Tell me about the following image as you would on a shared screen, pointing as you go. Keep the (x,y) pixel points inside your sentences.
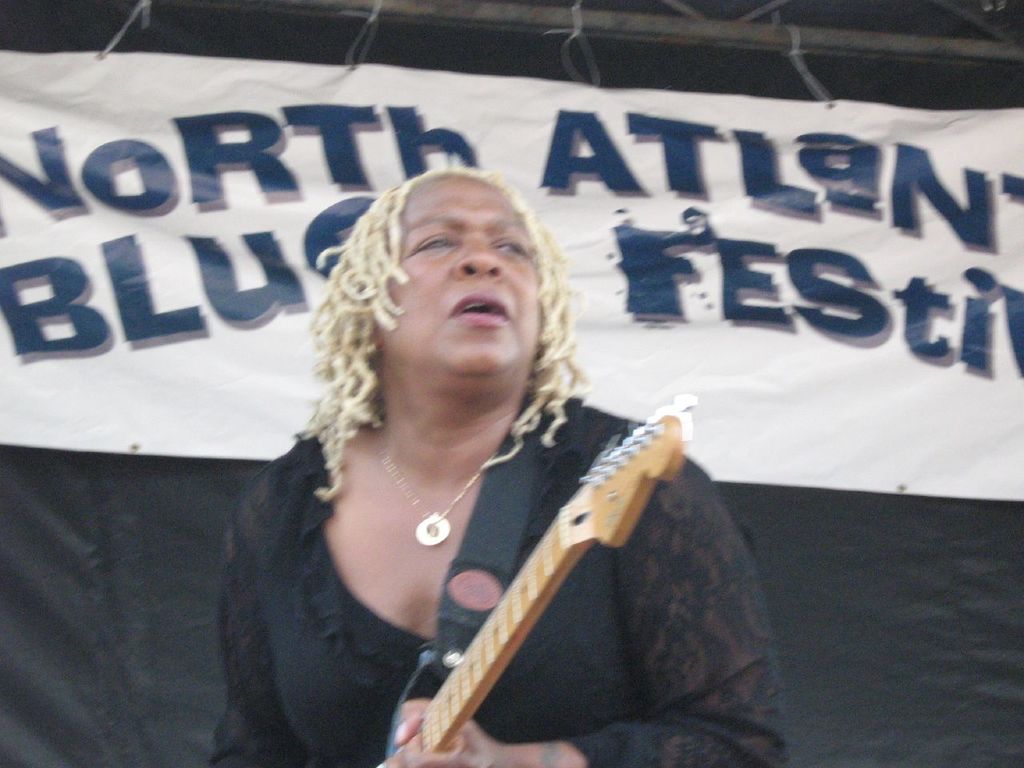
In this image there is a person (392,517) holding guitar (500,654). She is singing as the mouth (480,309) is open. At the back (312,194) there is a banner (287,272).
